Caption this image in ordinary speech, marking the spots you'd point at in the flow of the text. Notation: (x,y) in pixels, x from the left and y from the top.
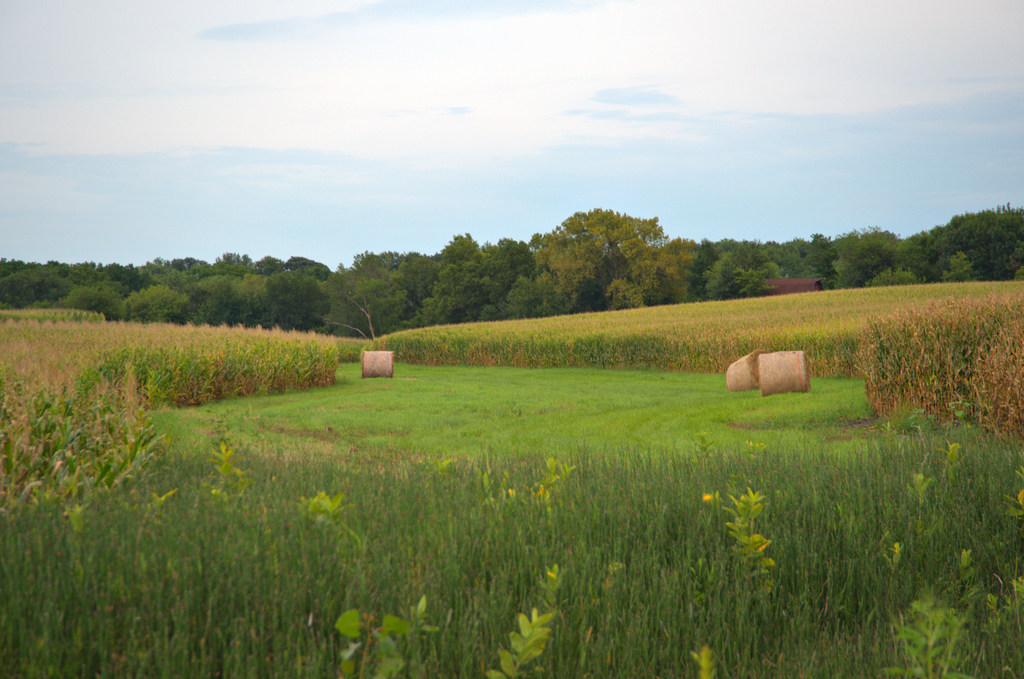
There are plants (553,624) and grass (486,627) on the ground (504,385). In the background (527,257), there are trees (706,255) and there are clouds (77,36) in the blue sky (534,214).
